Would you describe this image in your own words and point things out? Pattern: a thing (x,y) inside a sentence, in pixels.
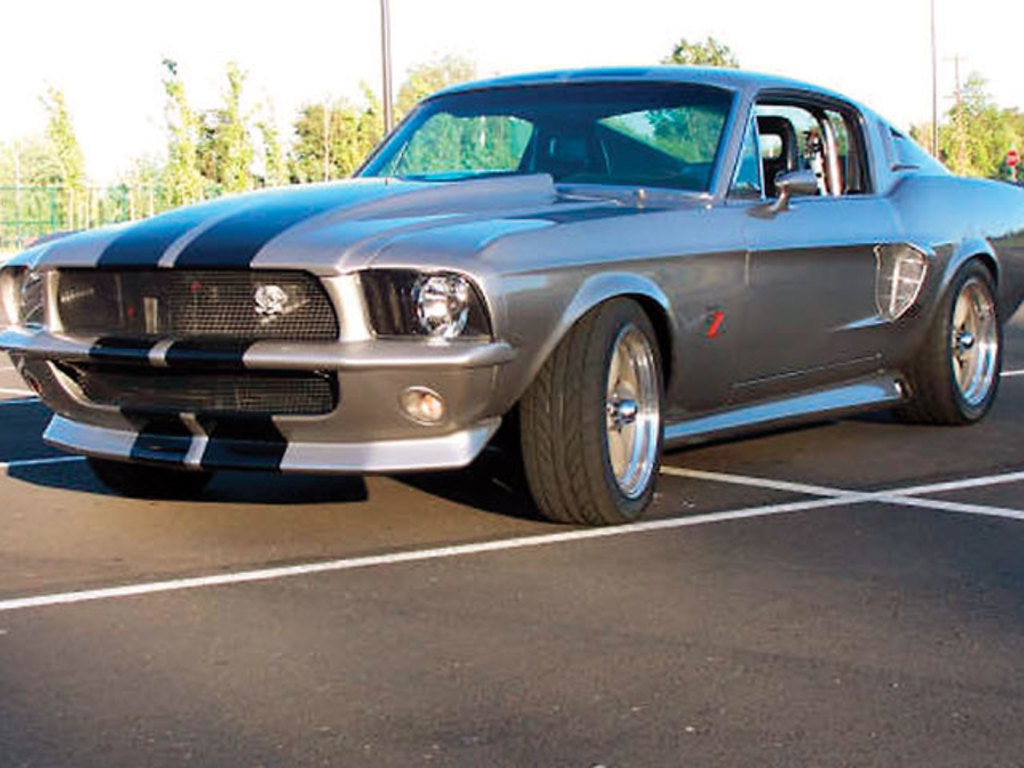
In this picture we can see a car (765,325) on the road (512,688). In the background (935,78) we can see poles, trees (505,165), fence (127,199) and the sky (113,95).
